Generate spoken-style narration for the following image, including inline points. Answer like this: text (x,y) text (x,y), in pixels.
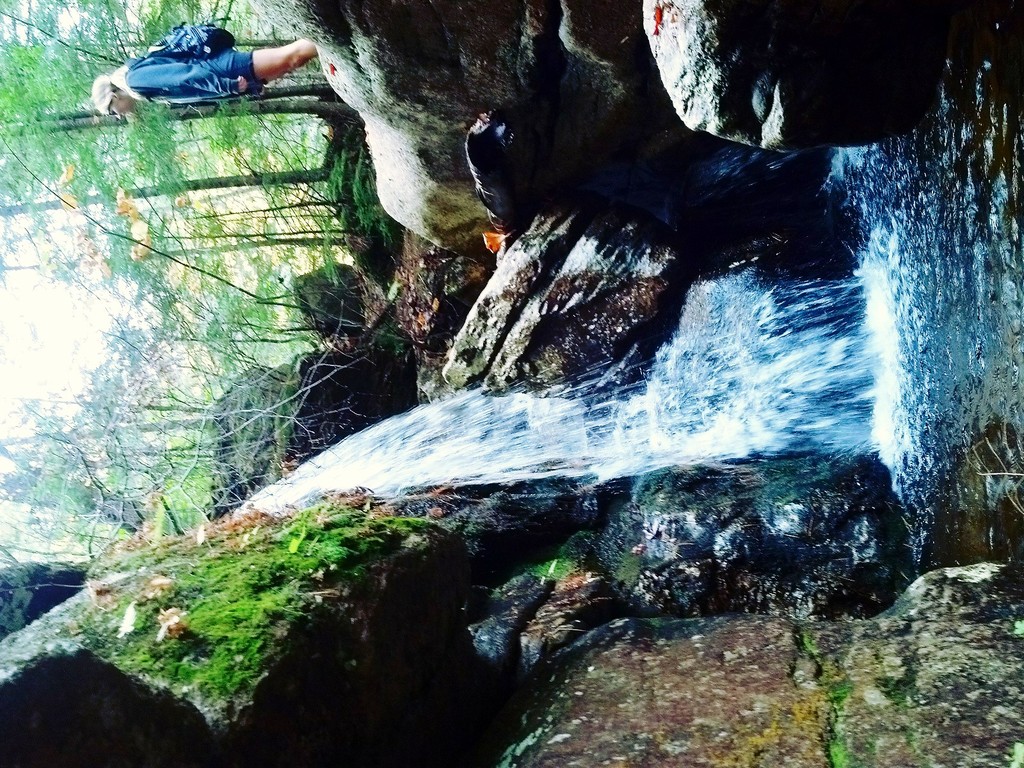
In this image there is a person (237,78) standing on a rock (333,73), in front of the person (150,59) there is a waterfall (314,493), beside the waterfall (327,481) there are trees (322,89).
